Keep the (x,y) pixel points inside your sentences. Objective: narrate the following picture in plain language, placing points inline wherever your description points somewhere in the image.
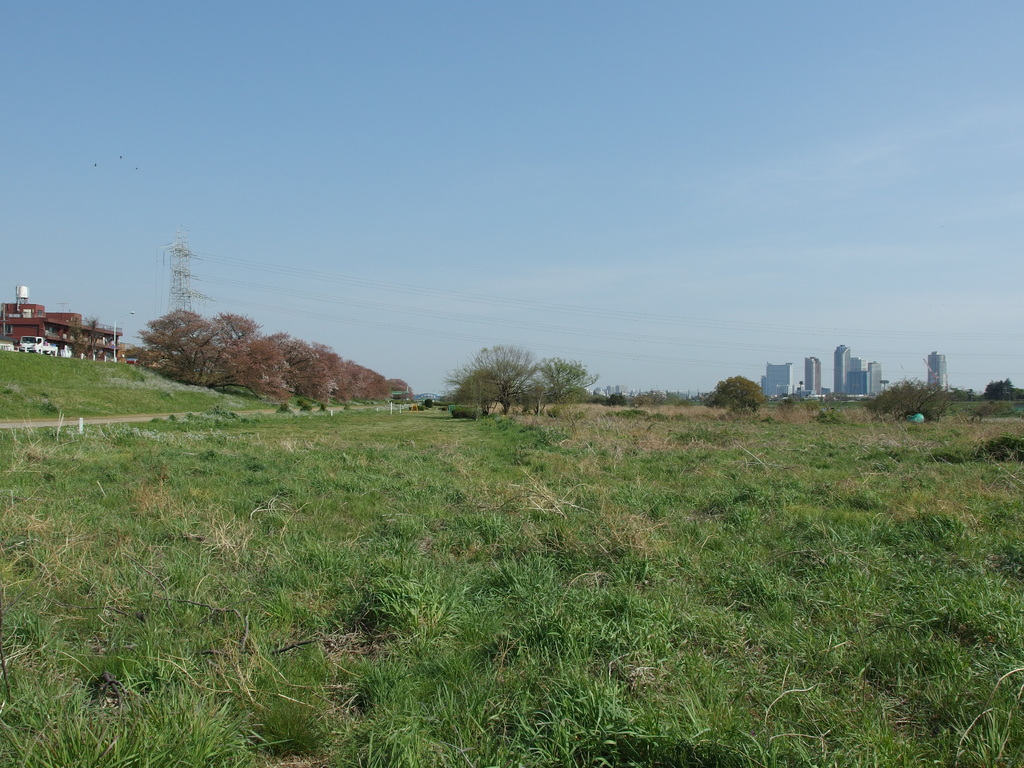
There is grass (353,522) on the ground (326,431). In the background (334,390) there are trees (371,374), buildings (784,382) and sky (418,229).
